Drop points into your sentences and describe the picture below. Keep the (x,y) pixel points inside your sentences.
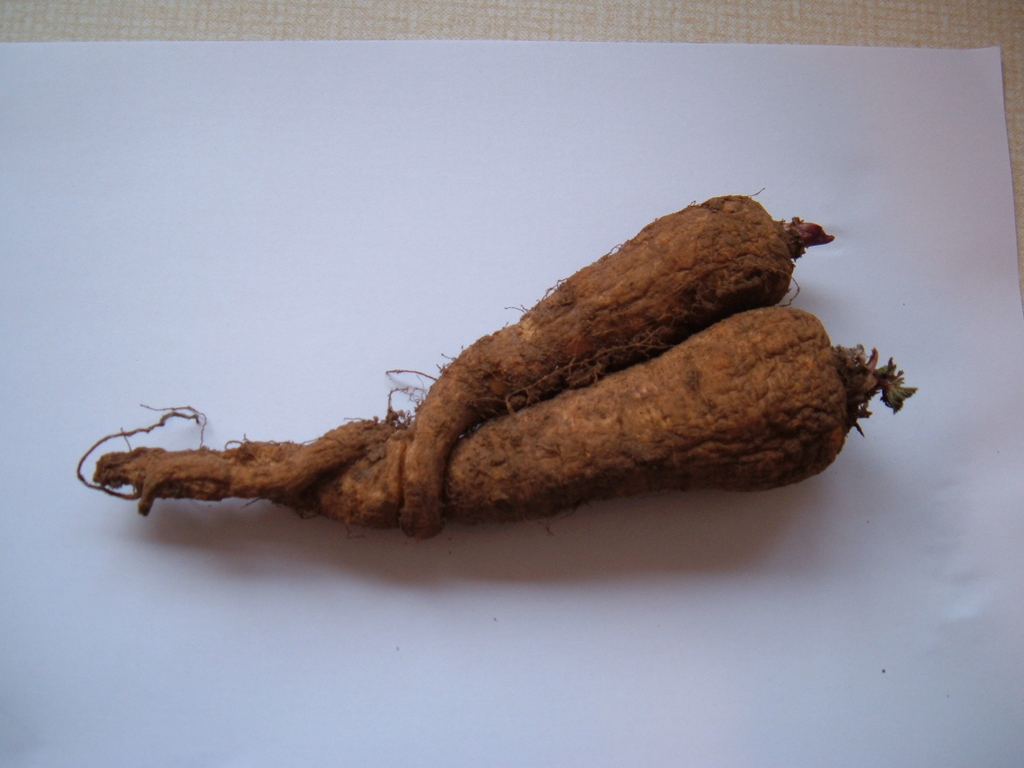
In this picture I can see two vegetables (515,415) on a white color paper (491,571).
